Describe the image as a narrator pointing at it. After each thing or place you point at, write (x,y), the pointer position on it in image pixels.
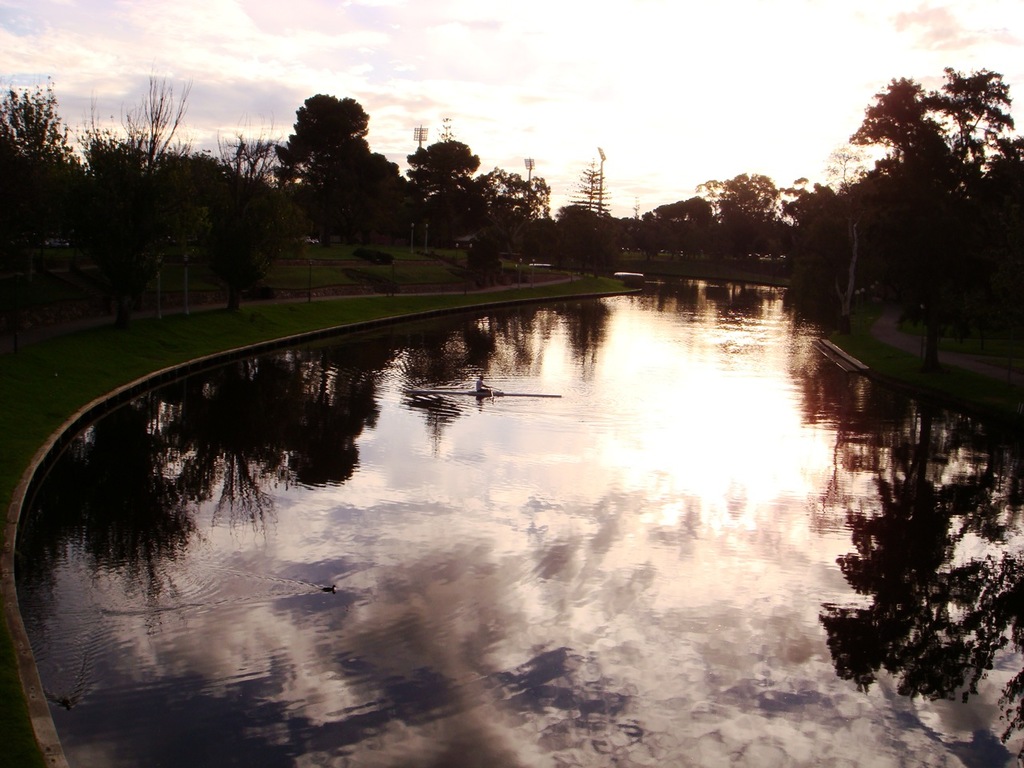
In this image I can see the water (517,575), a person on the surface of the water (477,415), some grass (166,351) and few trees (215,247). In the background (787,231) I can see the road (540,285), few trees (500,203), few light poles (527,159) and the sky (716,77).
